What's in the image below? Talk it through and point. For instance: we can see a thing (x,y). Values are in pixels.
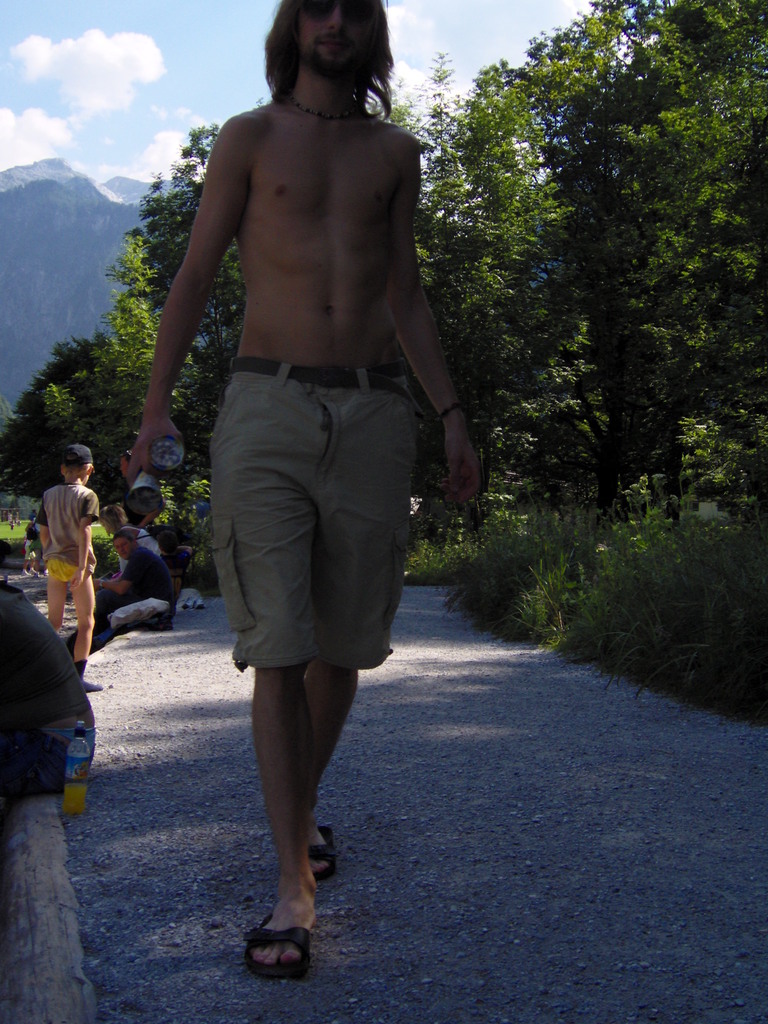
In this image I can see the group of people (153,593) with the dresses (137,581). In the background (497,260) I can see the trees (641,232), mountains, clouds (144,37) and the sky (180,24).
